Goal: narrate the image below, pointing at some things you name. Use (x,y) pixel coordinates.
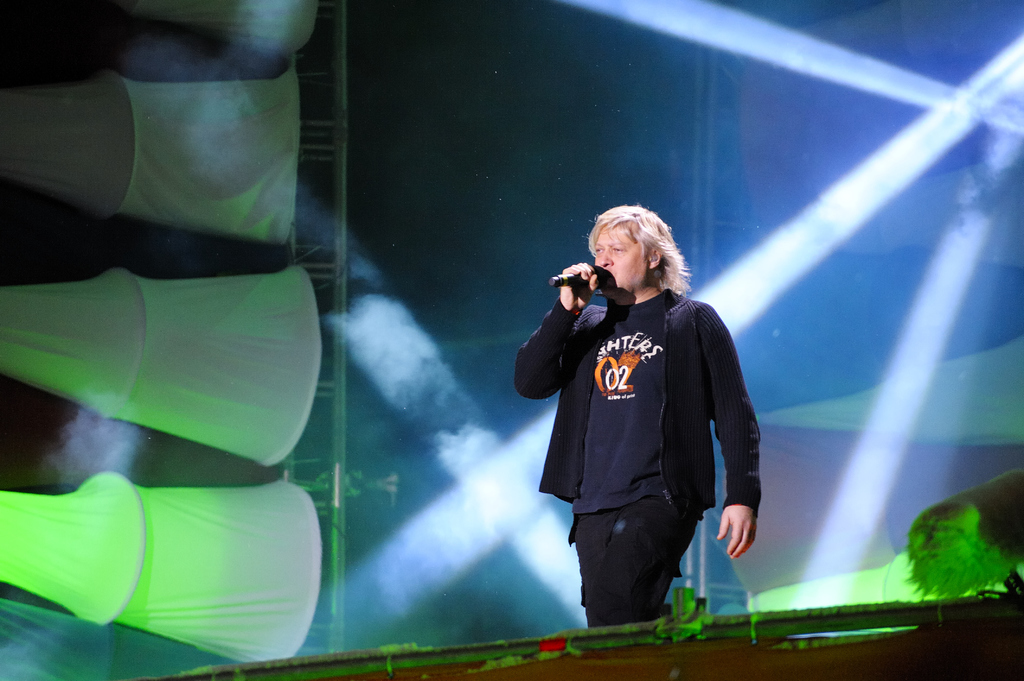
In this image there is a person (682,347) standing and holding a mike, and in the background (227,14) there is lighting truss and clothes (254,319).
